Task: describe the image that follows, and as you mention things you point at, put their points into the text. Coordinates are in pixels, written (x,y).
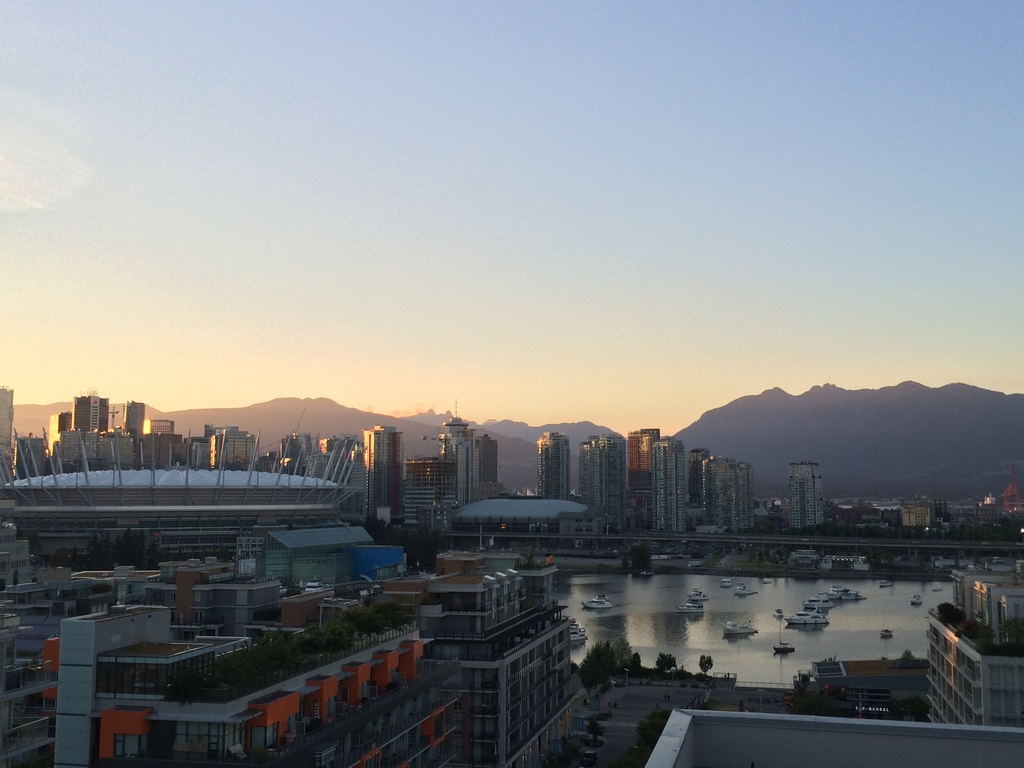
Here in this picture we can see buildings (367,489) present all over there and we can also see houses (163,584) here and there and on the left side (241,526) we can see a stadium (148,495) present and on the right side (699,653) we can see a river (638,598), in which we can see boats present all over there and in the far we can see mountains (982,436) present and we can see clouds (31,196) in the sky (149,208).
